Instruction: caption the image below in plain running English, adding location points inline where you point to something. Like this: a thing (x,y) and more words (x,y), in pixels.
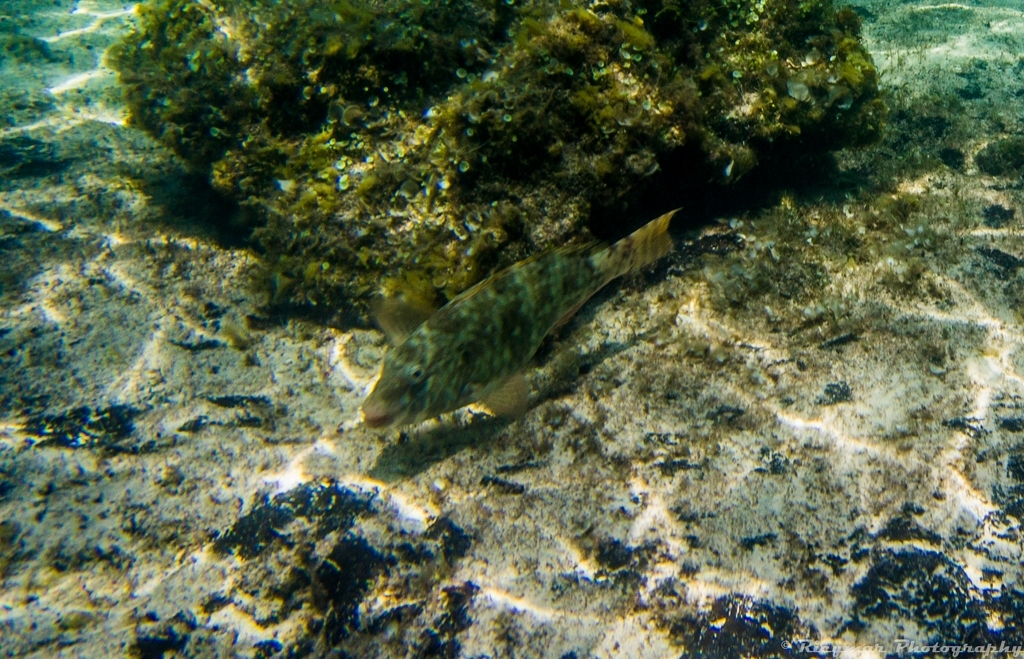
In water (753,515) there is a fish (522,313) and corals (506,135).
